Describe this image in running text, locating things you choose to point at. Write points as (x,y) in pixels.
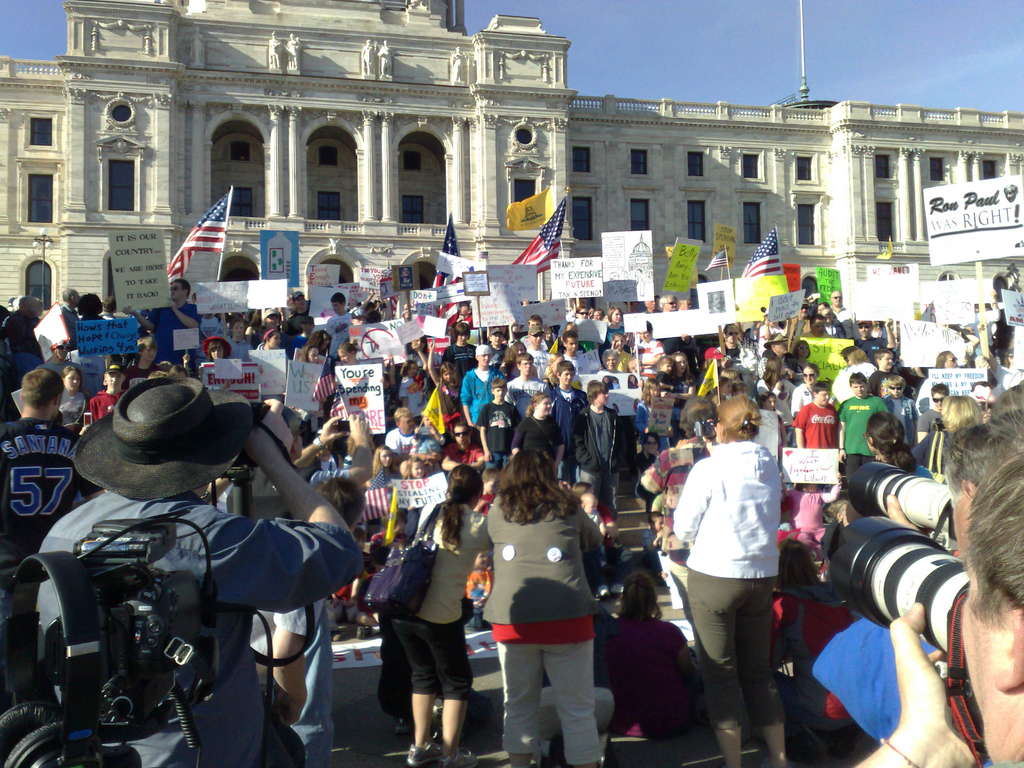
In this image there are group of people (368,302) standing and holding Placards (294,368), flags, cameras (928,482), and in the background (216,73) there is a building (171,10), sky (659,58).
